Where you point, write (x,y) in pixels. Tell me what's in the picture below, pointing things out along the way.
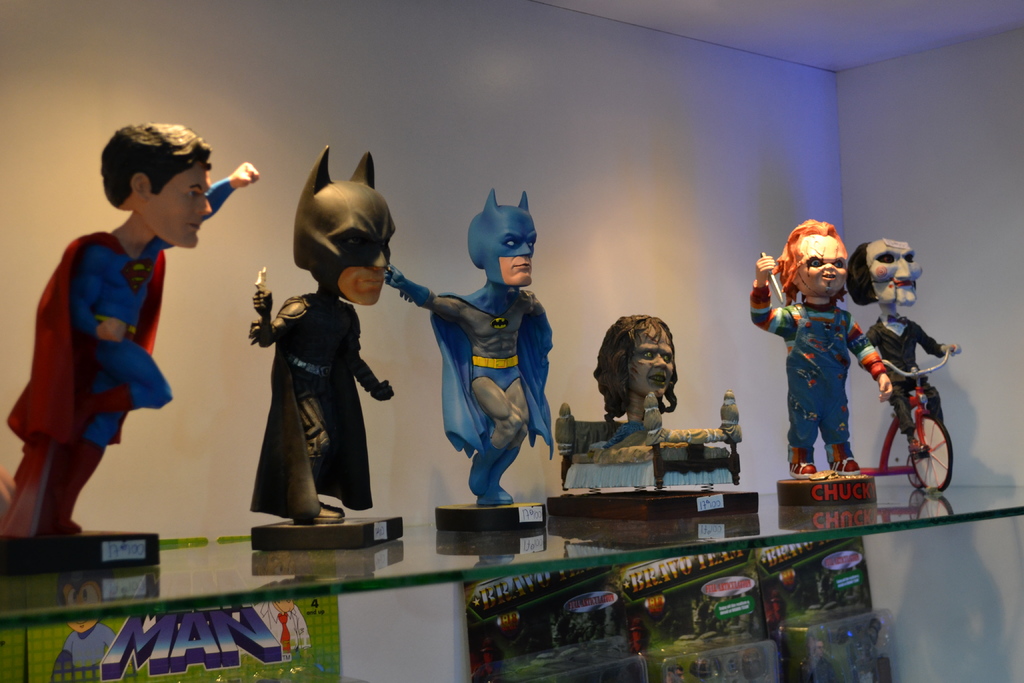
In this image we can see a few toys (792,268) are placed on the glass shelf (687,544). In the background (885,537), we can see the white color wall (710,204).
